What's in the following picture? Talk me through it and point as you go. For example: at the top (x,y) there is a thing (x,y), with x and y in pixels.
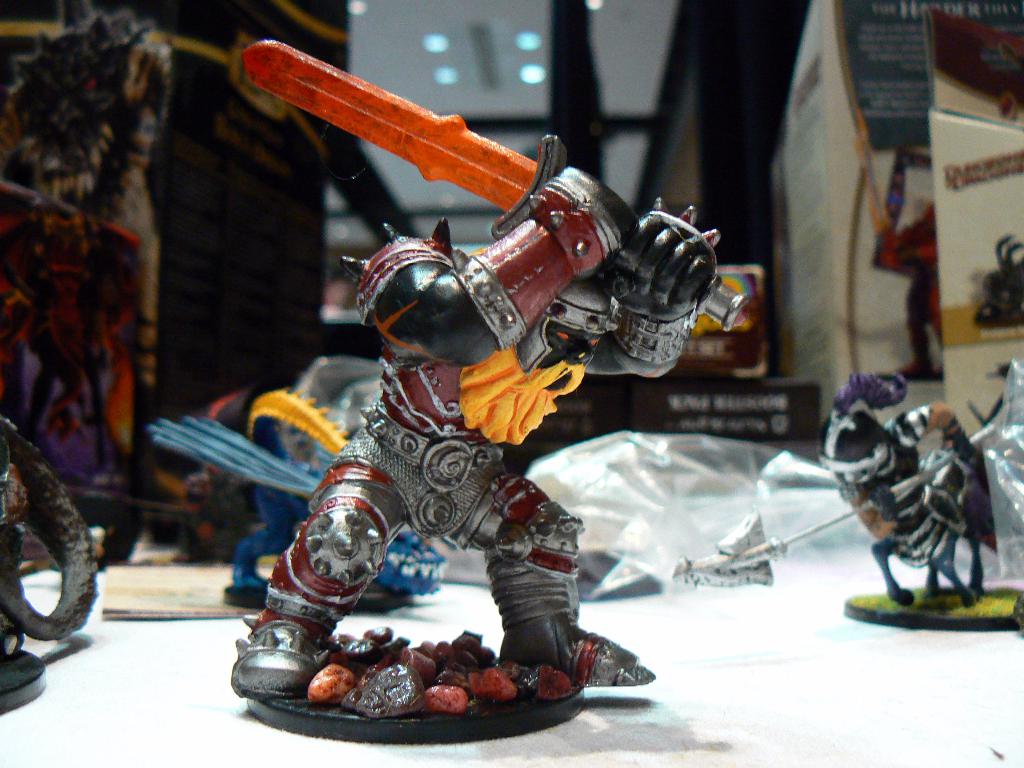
In the image there is a toy (454,330) of a soldier (449,354) with sword (452,134) in its hand (651,232) and it there are few other toys (907,595) along with covers (762,477) and some articles (707,406).
